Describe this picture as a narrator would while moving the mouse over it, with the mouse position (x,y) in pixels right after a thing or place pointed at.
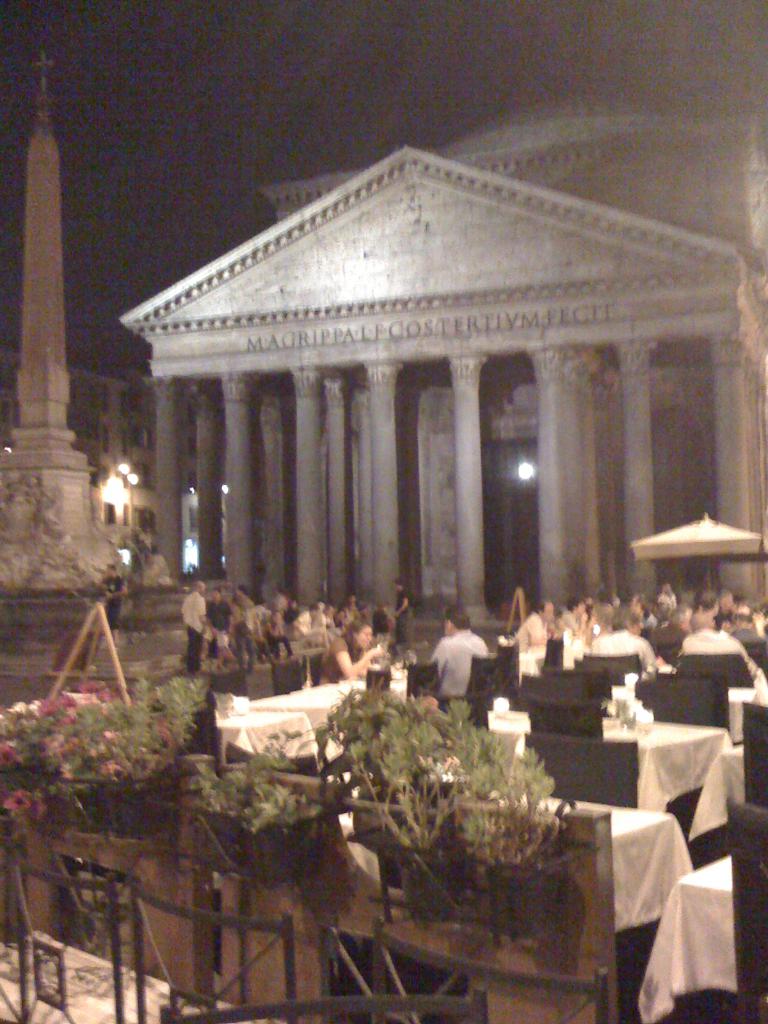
On the left side (183,722), there are potted plants (50,744) arranged. In the background (666,573), there are chairs (567,681) and tables (628,679) arranged, on some of the chairs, there are persons (683,625) sitting, there are persons (194,626) standing, there is a tower (30,451), there are buildings (333,195) and there are lights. And the background (612,27) is dark in color.
